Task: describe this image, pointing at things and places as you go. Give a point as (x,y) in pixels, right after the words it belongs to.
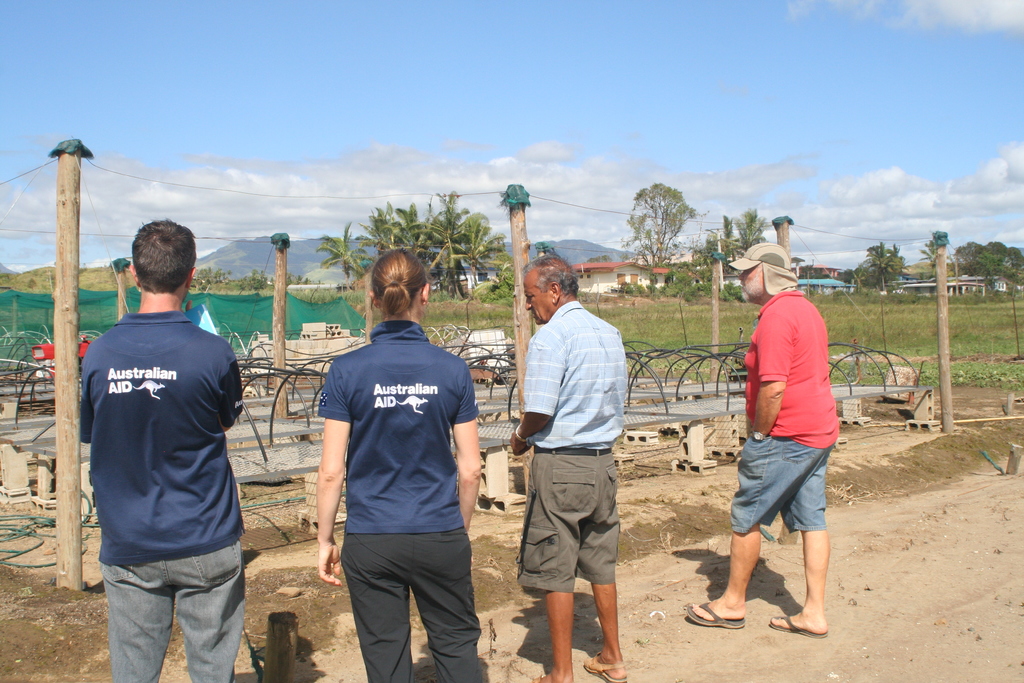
In this picture, we can see a group of people (157,473) standing on the path (696,573) and in front of the people (749,439) there are wooden poles (276,349), some items (311,393), trees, plants (486,287), houses (641,269), hills (585,260) and a cloudy sky (428,165).
